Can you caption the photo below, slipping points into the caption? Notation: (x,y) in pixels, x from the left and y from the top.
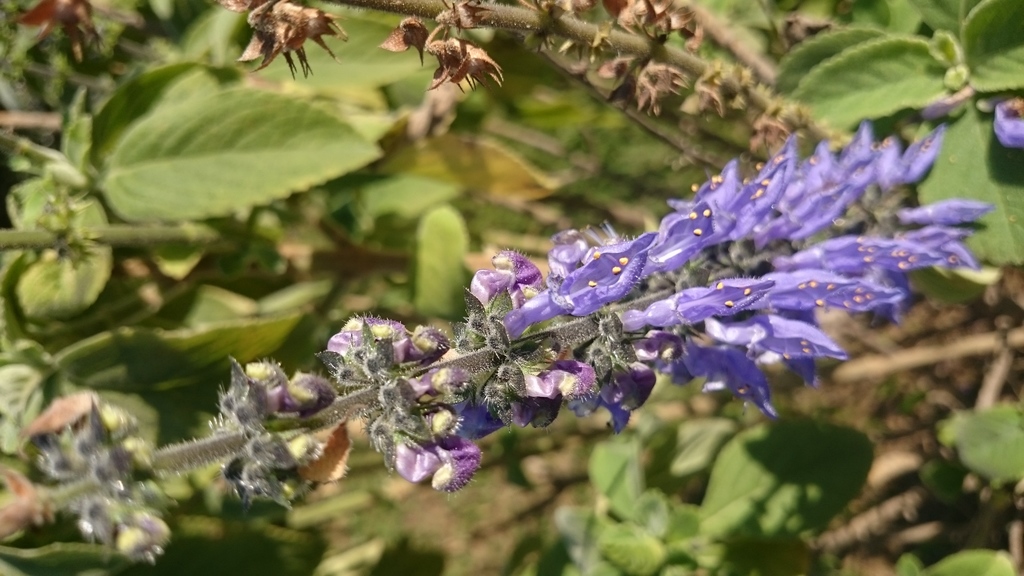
This picture seems to be clicked outside. In the center (457,325) we can see the flowers (866,165) and the green leaves (814,45) and some other objects (557,72) of the plants (221,313). In the background (483,492) we can see some other objects (500,198).
